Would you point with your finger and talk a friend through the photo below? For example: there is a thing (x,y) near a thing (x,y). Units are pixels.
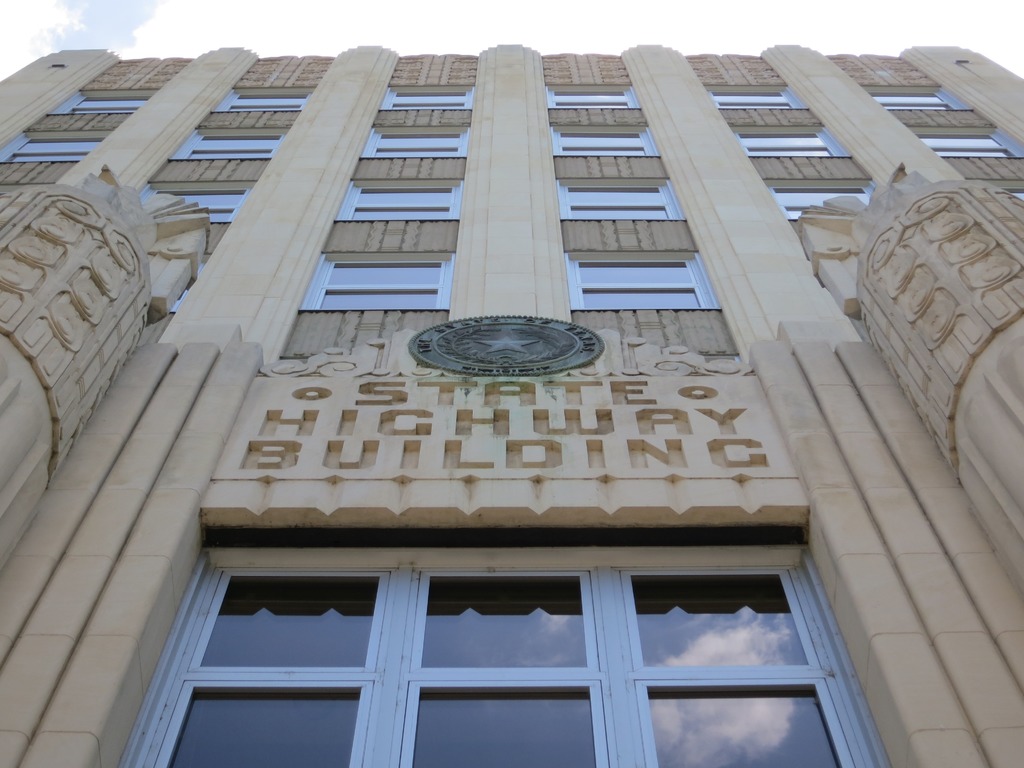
There is a building (271,214) with windows (236,200), pillars (270,255) and doors (546,659). On the building (520,438) something is written and there is a logo (441,346). In the background (456,33) there is sky (899,53).
